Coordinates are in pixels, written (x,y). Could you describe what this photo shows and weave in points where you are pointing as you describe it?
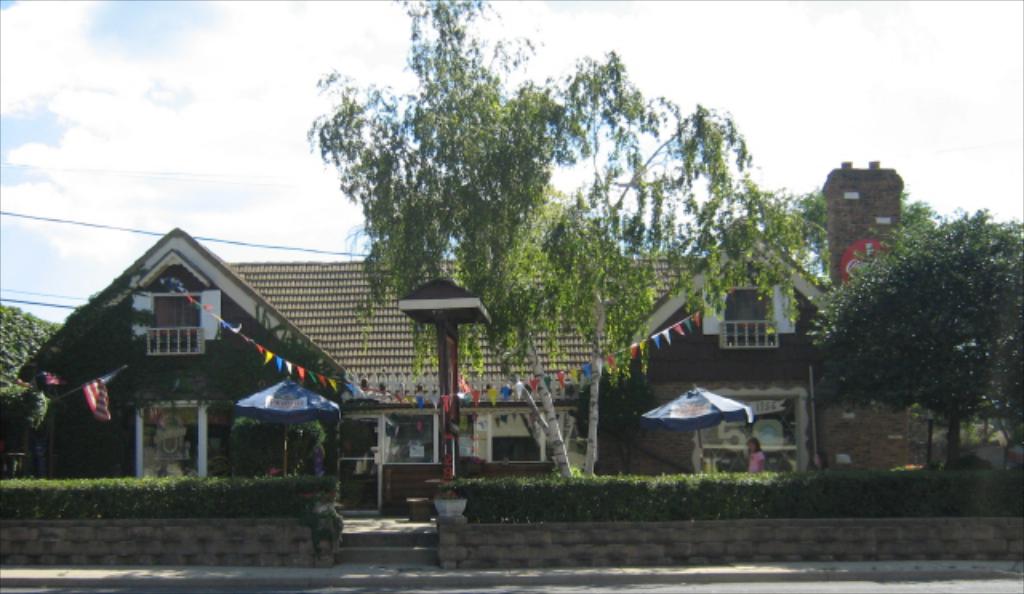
In this picture there is a house (361,327) and there are two umbrellas (693,401) on either sides of it and there are few plants (332,483) and trees (875,383) in front of it and there is a chimney (881,197) in the right corner (889,174).
